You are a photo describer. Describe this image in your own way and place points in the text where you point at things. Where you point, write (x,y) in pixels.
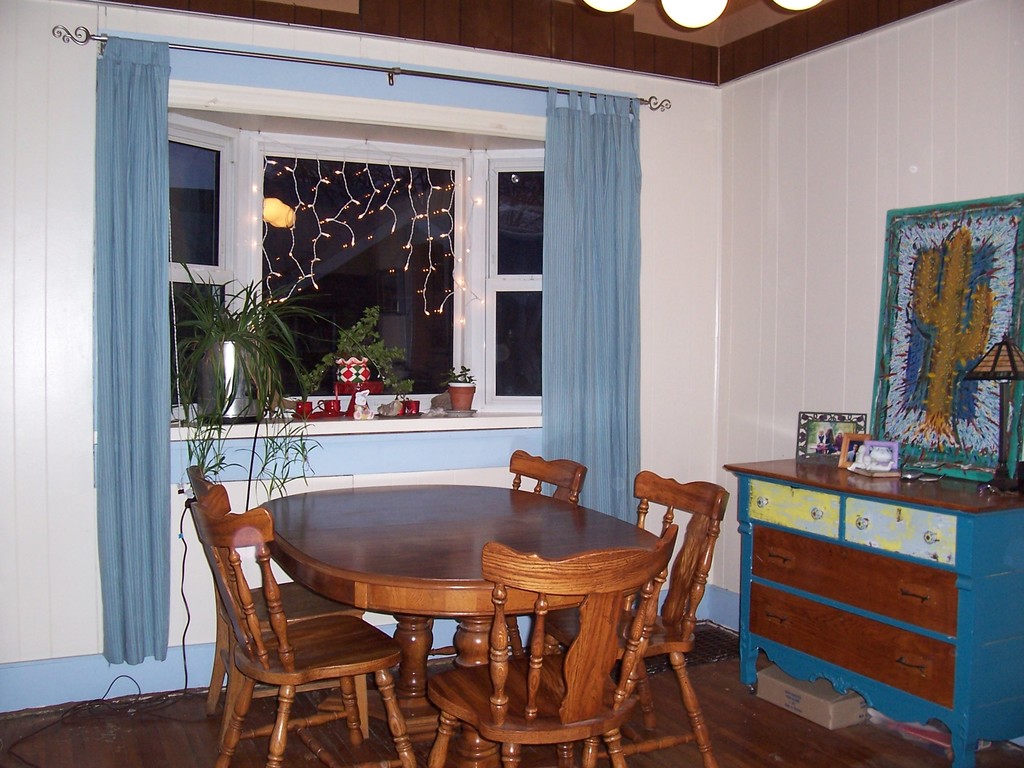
This is a picture of a room (908,638) where there is table (434,492) and chairs (512,660) in the center (445,511) and in the right side (748,558) there is a desk (789,544) on which there is a photo frame (863,441) and some things (873,450) on it. And to the left side wall (2,5) there is a window (387,344) and some plants (384,357) on the window (458,340) and a blue curtain (158,509) to the window (445,327).
